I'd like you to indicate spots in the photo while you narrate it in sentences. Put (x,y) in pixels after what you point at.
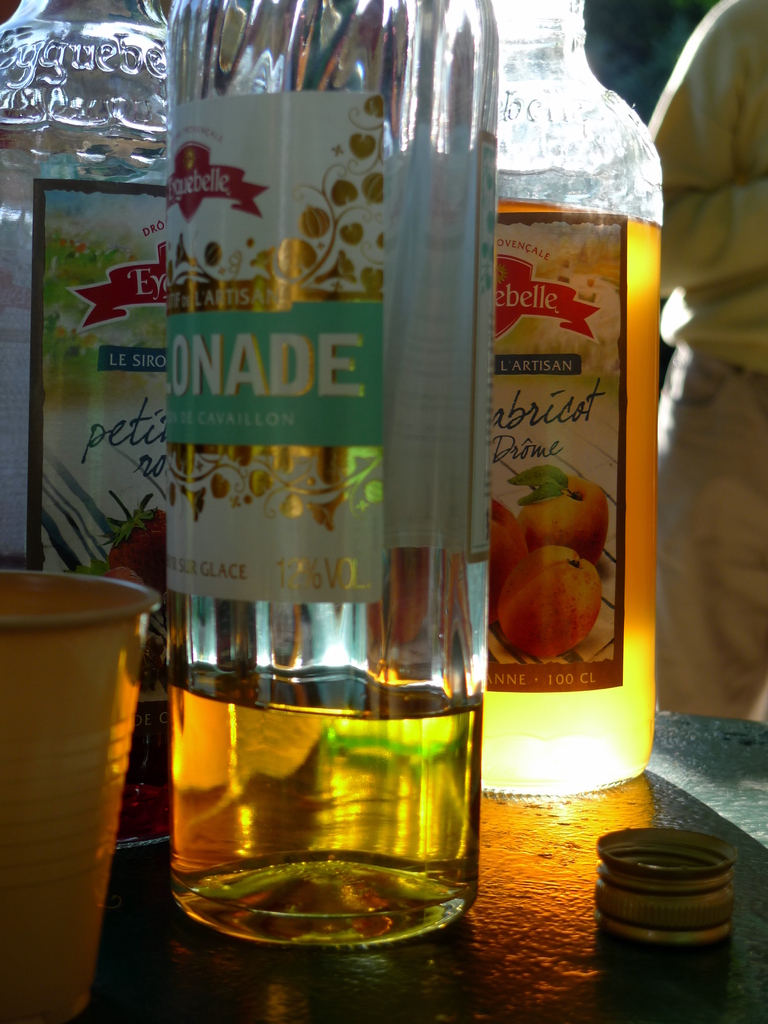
In the image there are three bottles (366,426) on which it is labelled as 'Eyguebelle' and we can also see a glass (106,739) and a cap (721,885) on right side (713,350) there is a man (706,289) standing.
